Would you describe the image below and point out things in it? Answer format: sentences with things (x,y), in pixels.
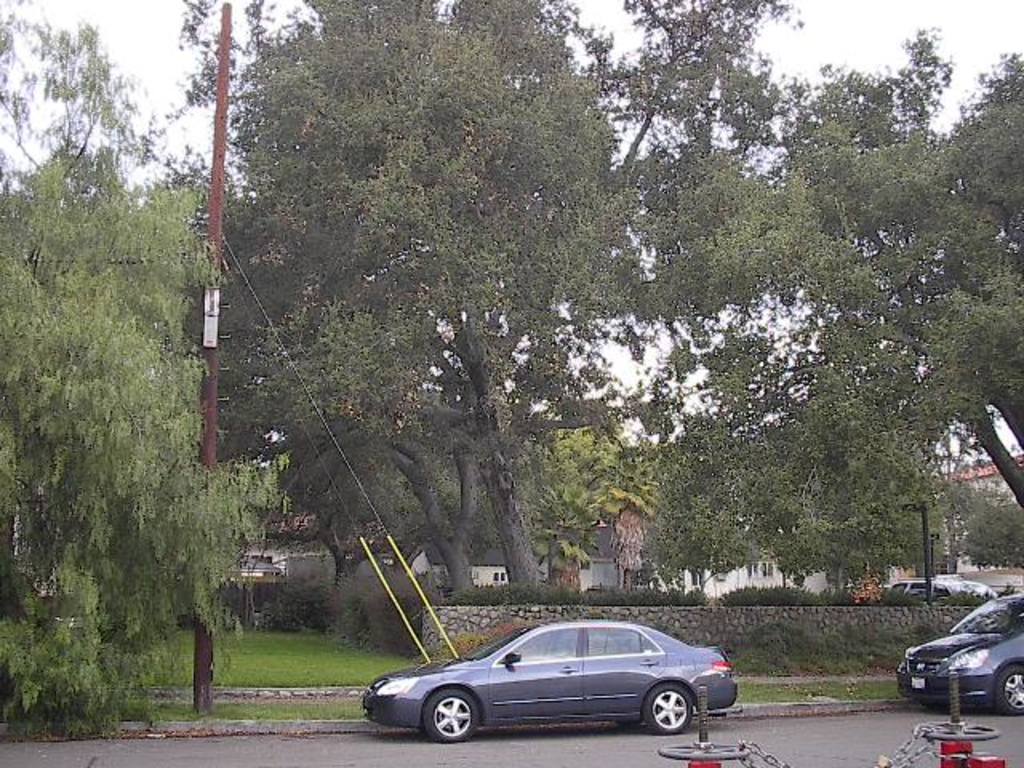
In this image I can see few vehicles (976,682) on the road (724,767), in front (561,678) the vehicle (528,674) is in gray color. Background (726,453) I can see trees (548,428) in green color and sky (122,47) is in white color.
